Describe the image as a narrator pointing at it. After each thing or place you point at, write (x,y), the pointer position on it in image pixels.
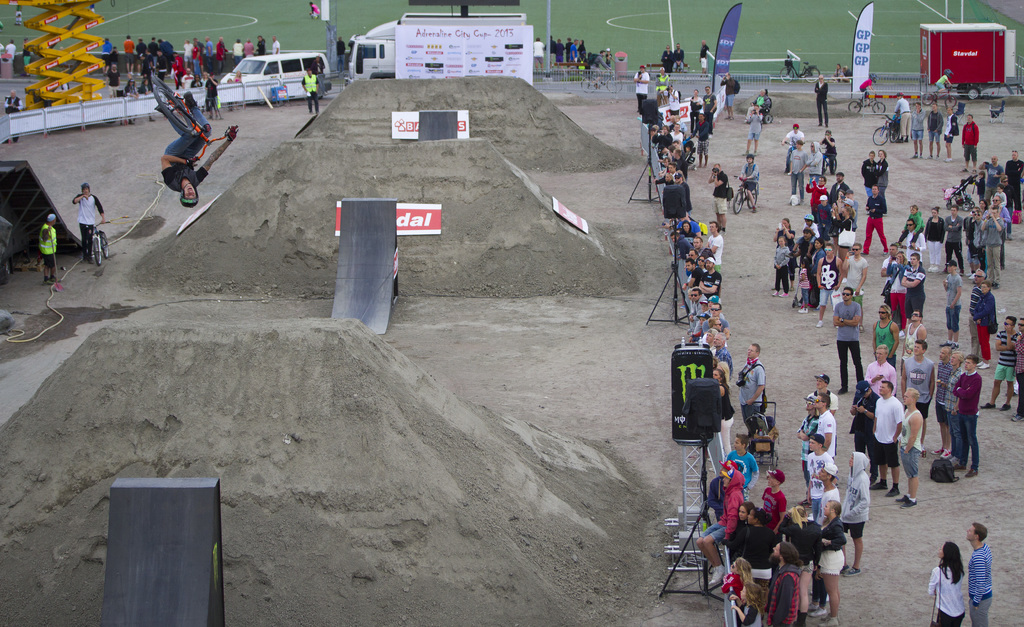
In this picture we can see so many people (819,418) are standing and watching, one person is doing a stunt over a slope thing (455,255), around we can see fencing (255,87), behind we can see vehicles (291,66) and some grass (284,42).
